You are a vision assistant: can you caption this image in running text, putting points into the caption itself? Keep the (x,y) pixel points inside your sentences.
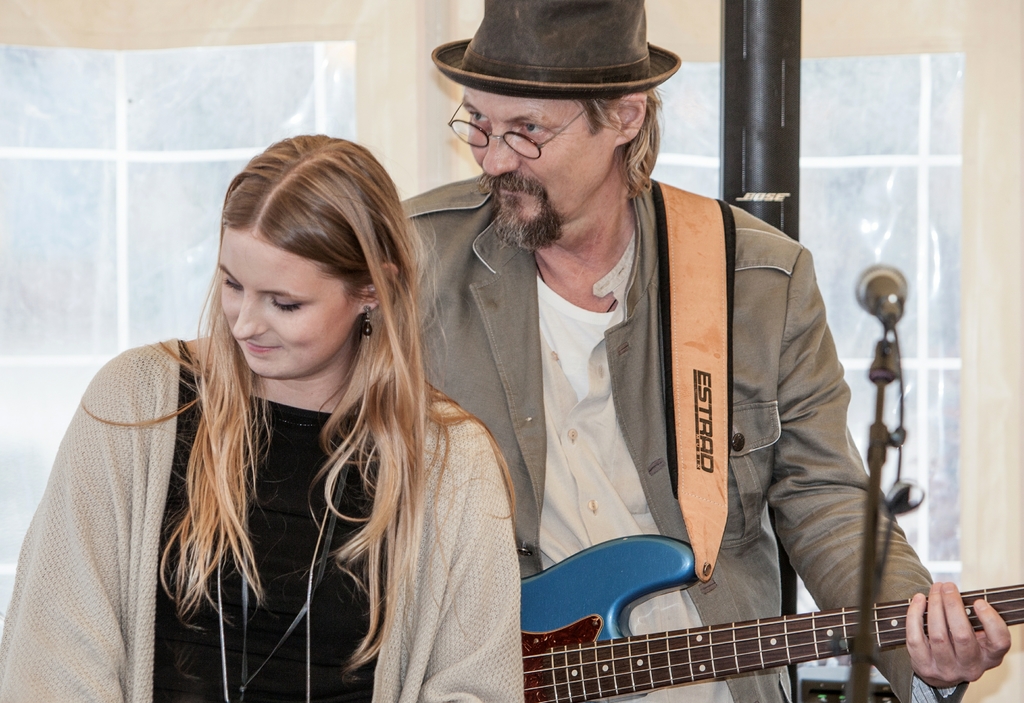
In this image I can see a woman (411,278) and a man (766,294) where he is holding a guitar (601,696) and wearing a cap (515,85) and specs (464,137). I can also see a mic (869,301) in front of them.
